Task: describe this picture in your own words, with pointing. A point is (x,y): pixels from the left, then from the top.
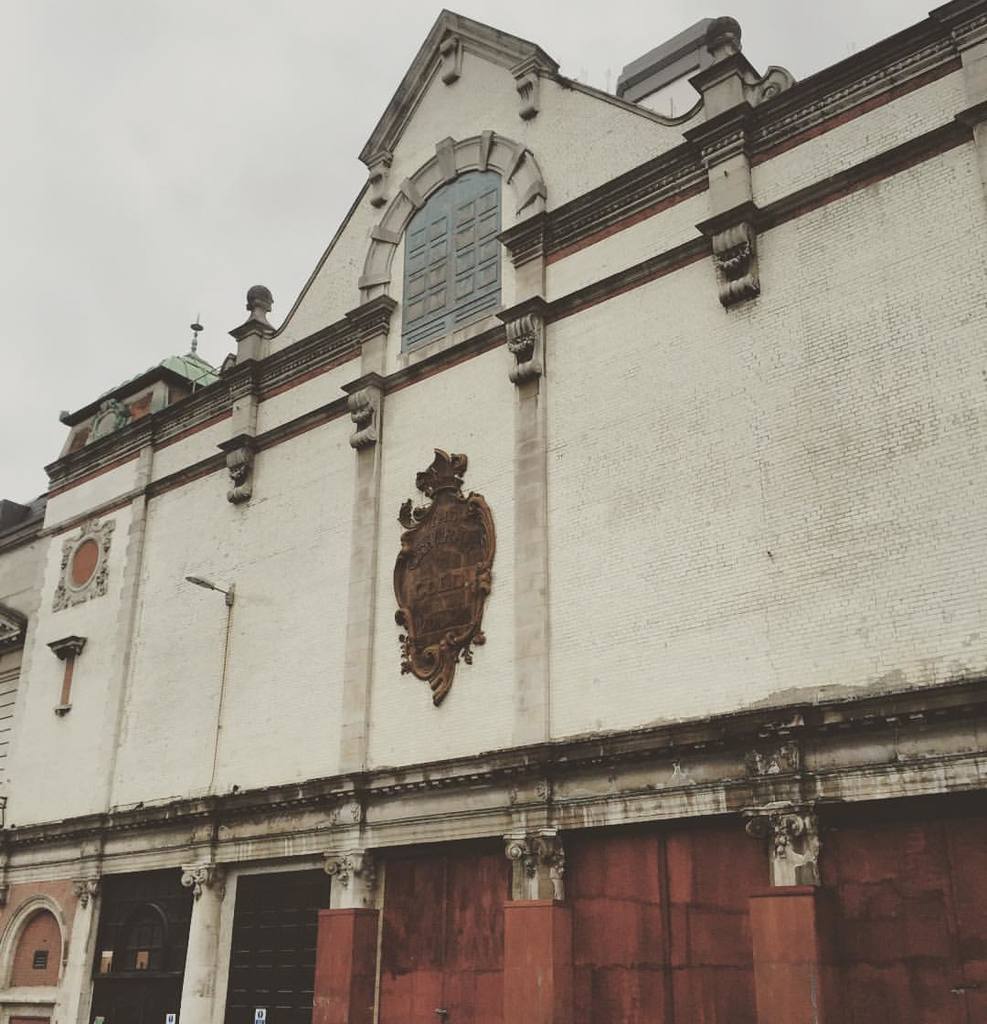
In this picture we can see a building (392,591), some objects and in the background (105,169) we can see the sky (178,238).
